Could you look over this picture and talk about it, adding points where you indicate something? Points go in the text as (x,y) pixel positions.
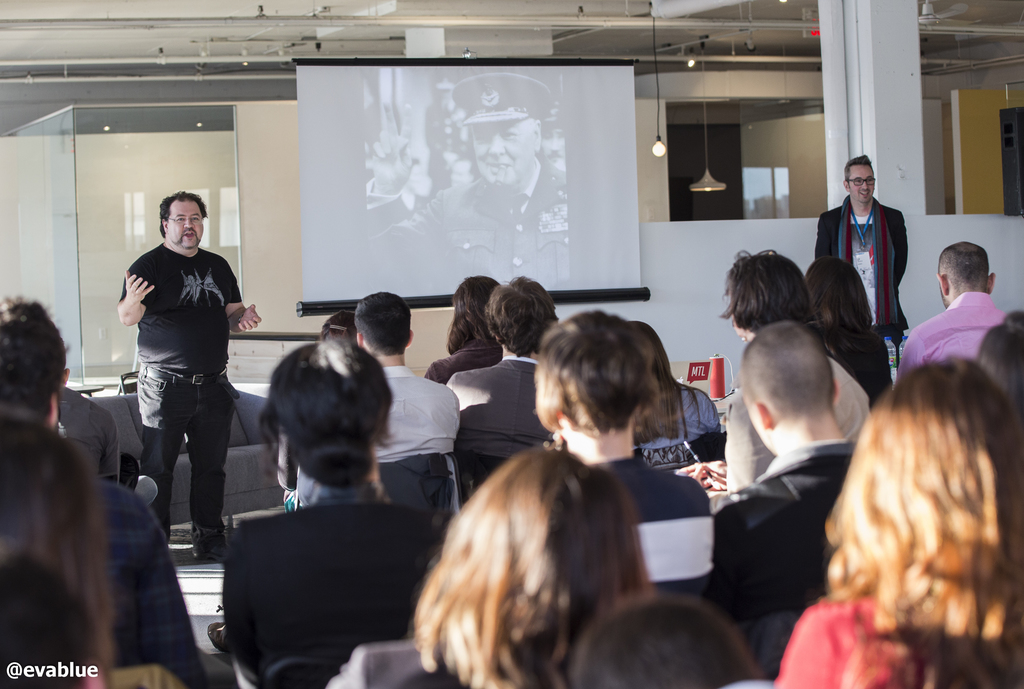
In this picture we can see group of people (411,437), few are seated and few are standing, in the background (365,211) we can see few lights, sofa (129,448), glass (107,142) and a projector screen (418,165), at the left bottom of the image (62,667) we can see a watermark (36,669), and also we can find few metal rods (177,57).
